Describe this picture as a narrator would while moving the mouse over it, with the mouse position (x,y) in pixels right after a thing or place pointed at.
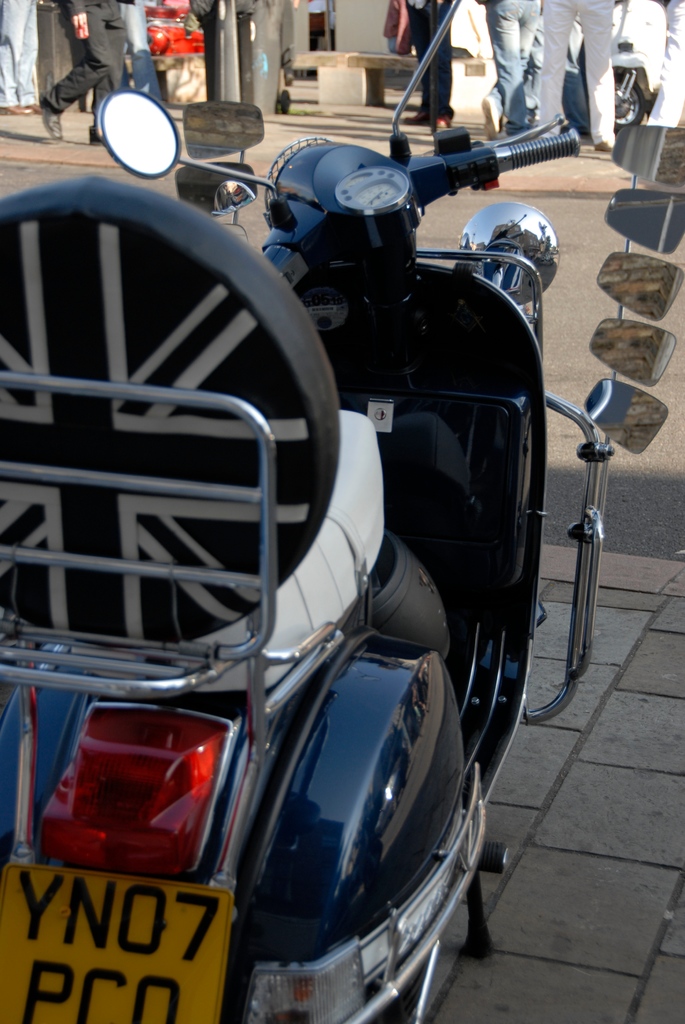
Here in this picture we can see a scooter (334,423) present on the ground (571,493) over there and on the right side (621,310) we can see number of mirrors (635,330) present on it over there and in the front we can see number of people (19,67) standing and walking on the road (569,482) over there.
